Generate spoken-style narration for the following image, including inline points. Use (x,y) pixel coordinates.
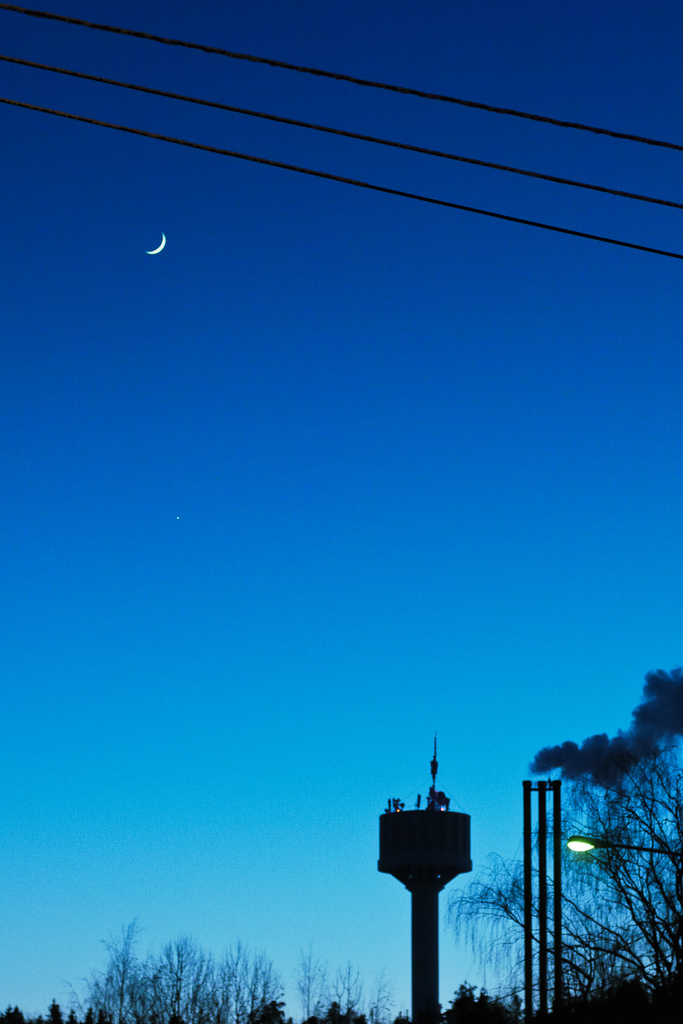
In this image I can see trees (674,920), poles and a light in the foreground (589,937). There are wires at the top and moon (161,245) in the sky (177,290).
